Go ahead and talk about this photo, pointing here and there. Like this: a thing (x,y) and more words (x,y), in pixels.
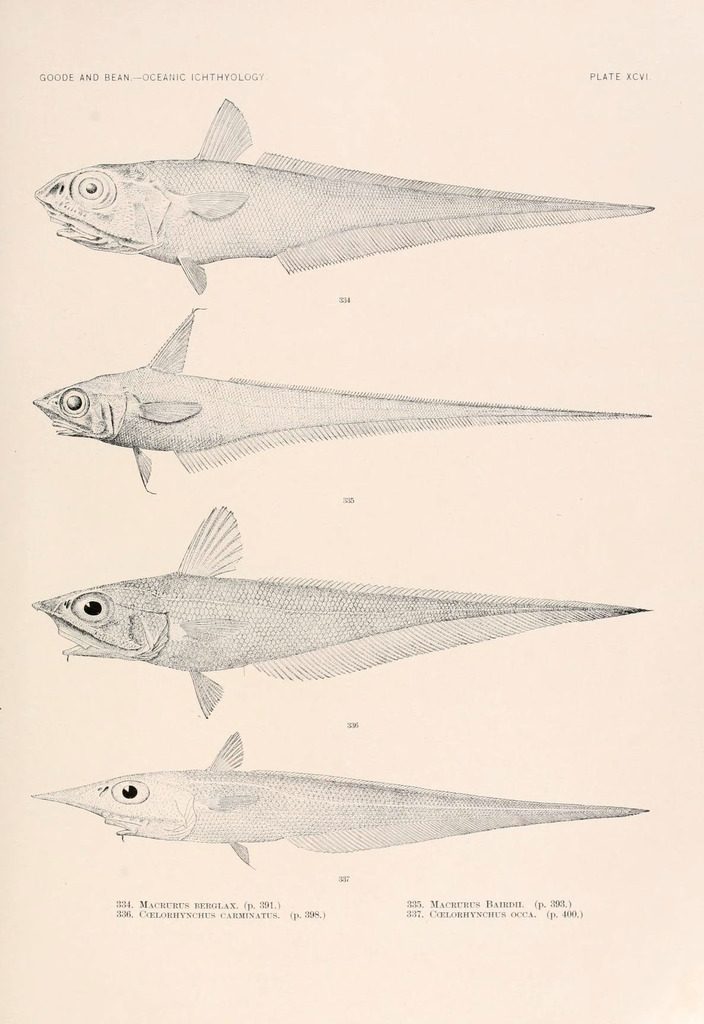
In this image, we can see a poster (379,711) with some images (498,810) and text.
